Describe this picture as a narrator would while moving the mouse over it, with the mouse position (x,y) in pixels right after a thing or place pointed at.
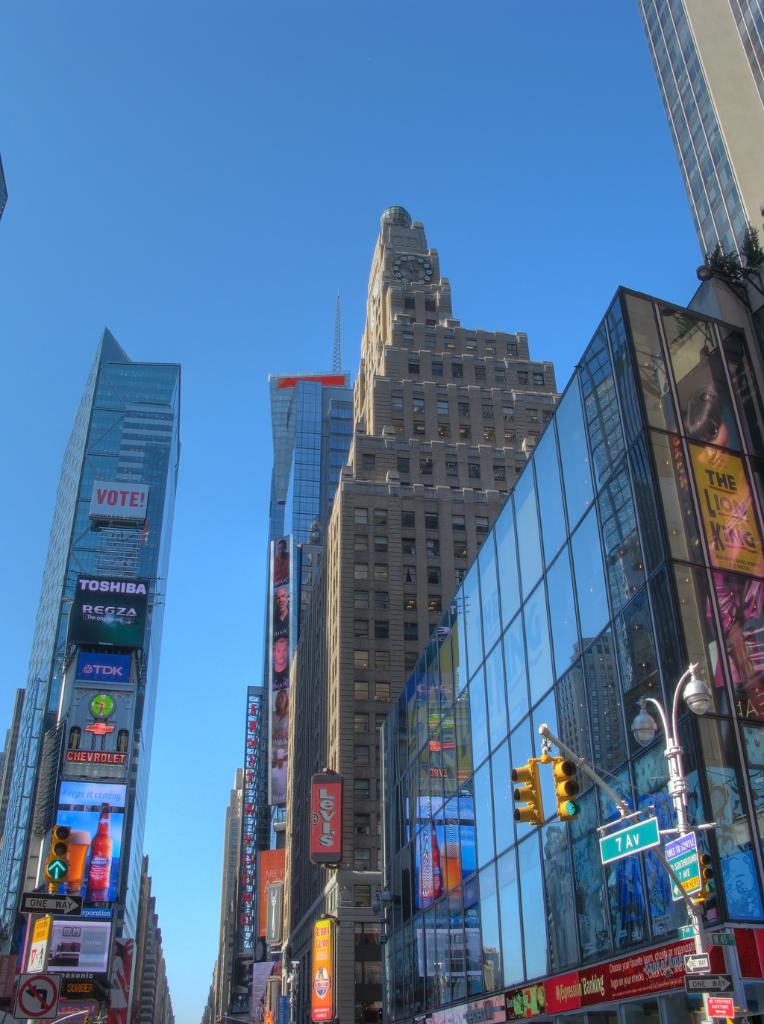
These are buildings (468,556) with windows (442,733). On this signal light poles (565,778) there are sign boards (684,874). These are hoardings (85,833). Sky (312,201) is in blue color.
